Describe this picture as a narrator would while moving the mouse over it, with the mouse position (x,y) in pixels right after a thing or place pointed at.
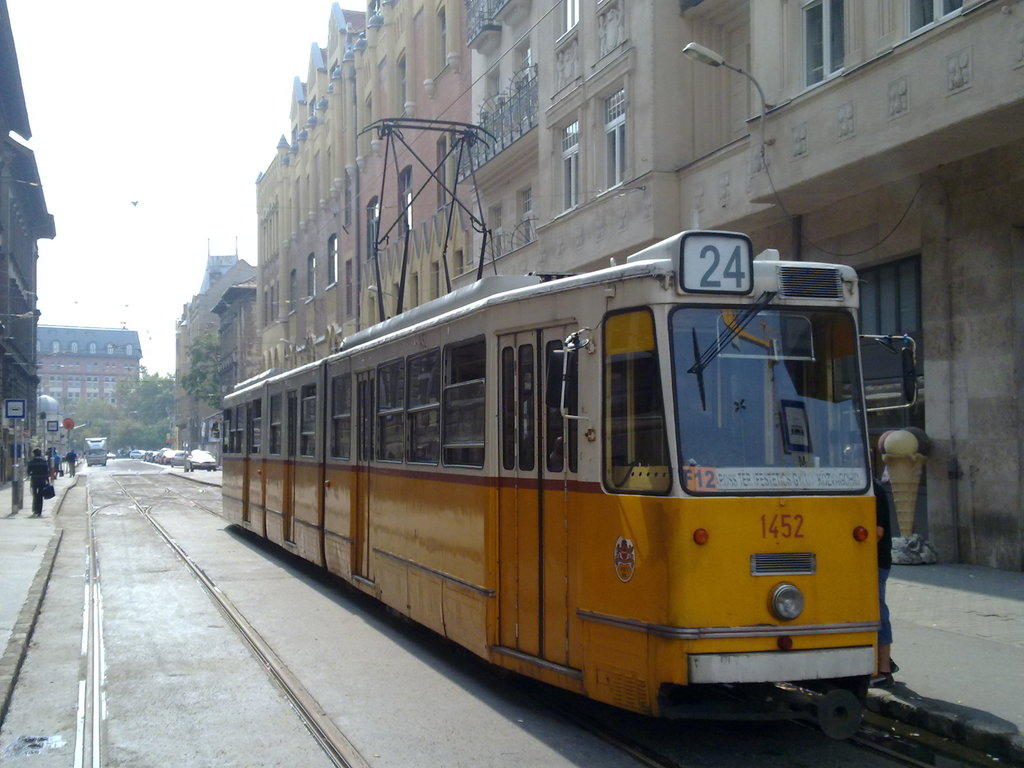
This is an outside view. In the middle of the image (461,395) there is a train (419,588) on the track (602,723). On the left side (35,498) few people (37,449) are walking on the footpath (52,507). In the background (161,454) there are many vehicles (202,469) on the road (121,470). On the right (890,312) and left side of the image (17,279) there are many buildings (305,271). In the background (134,401) there are many trees (157,380). At the top of the image (197,195) I can see the sky (201,193).
